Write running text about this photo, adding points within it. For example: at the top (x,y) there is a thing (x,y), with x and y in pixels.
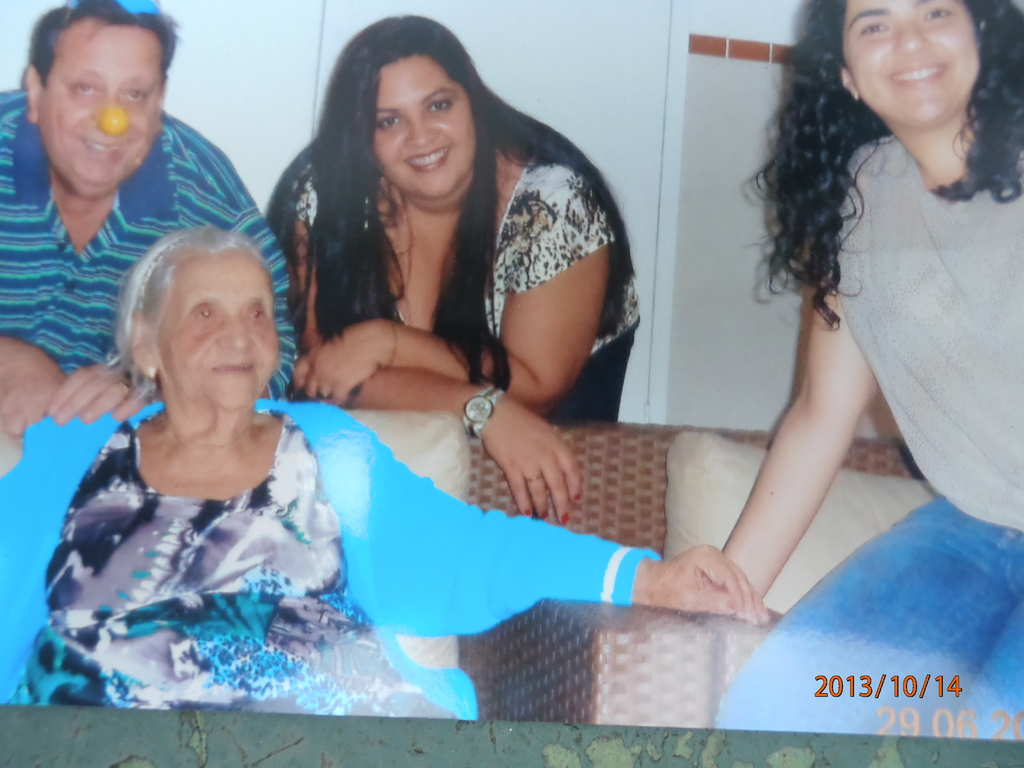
In this image we can see a photograph (304,589) and in the photograph (468,171) we can see four persons (362,321). One man (189,160), two women (617,259) and an old woman (344,584) sitting on the chair (572,664) and all these persons (508,348) are smiling. We can also see the pillows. Date (939,685) is also visible.
